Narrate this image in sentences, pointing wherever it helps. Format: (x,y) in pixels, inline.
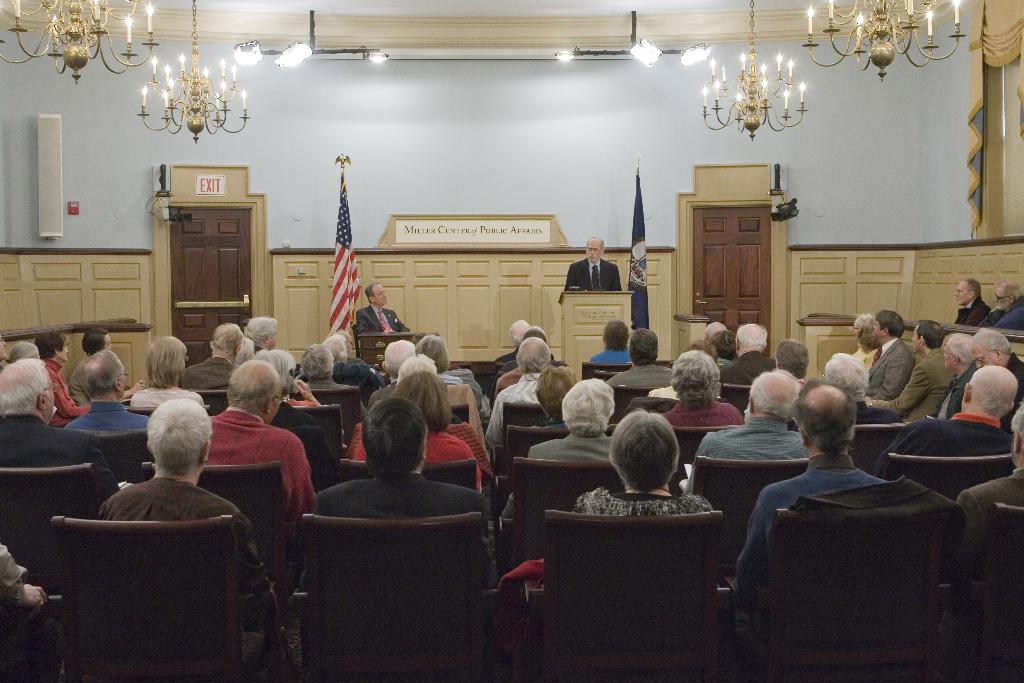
In this image i can see a group of people (712,343) sitting in a chair (338,544), the person (596,286) standing in front of the podium (594,303), at the back ground (205,231) a flag (337,238), a wooden door (218,243), exit board (216,187) and a light (204,116) on the top (184,116).
